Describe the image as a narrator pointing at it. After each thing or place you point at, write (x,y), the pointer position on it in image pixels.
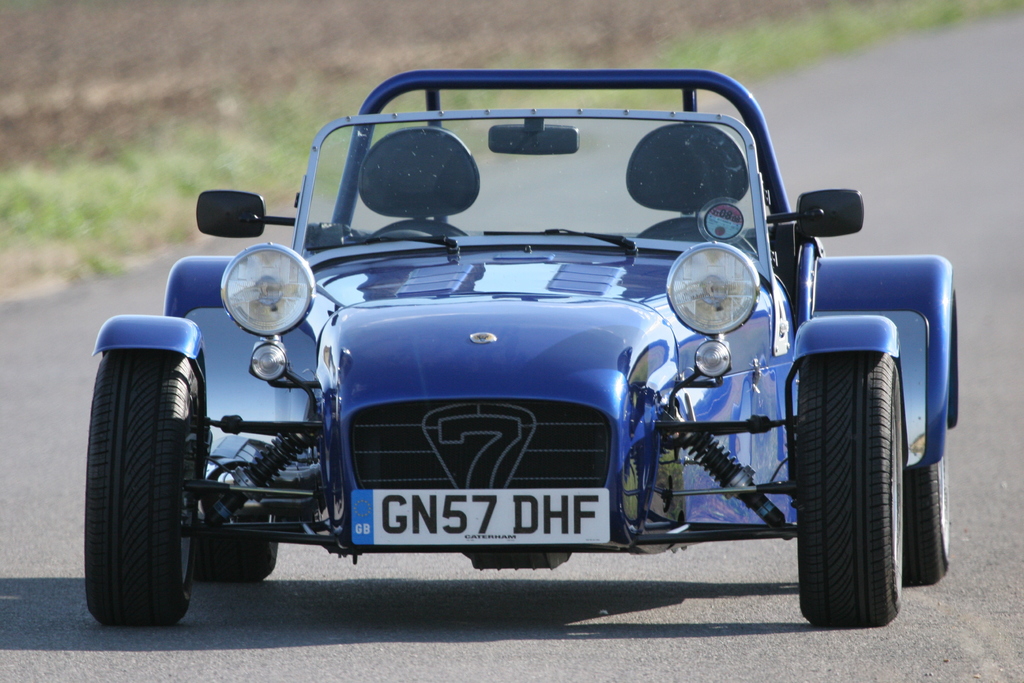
In this picture there is a blue color vehicle (506,378) on the road (343,609). At the back (550,99) there is grass (864,37).
